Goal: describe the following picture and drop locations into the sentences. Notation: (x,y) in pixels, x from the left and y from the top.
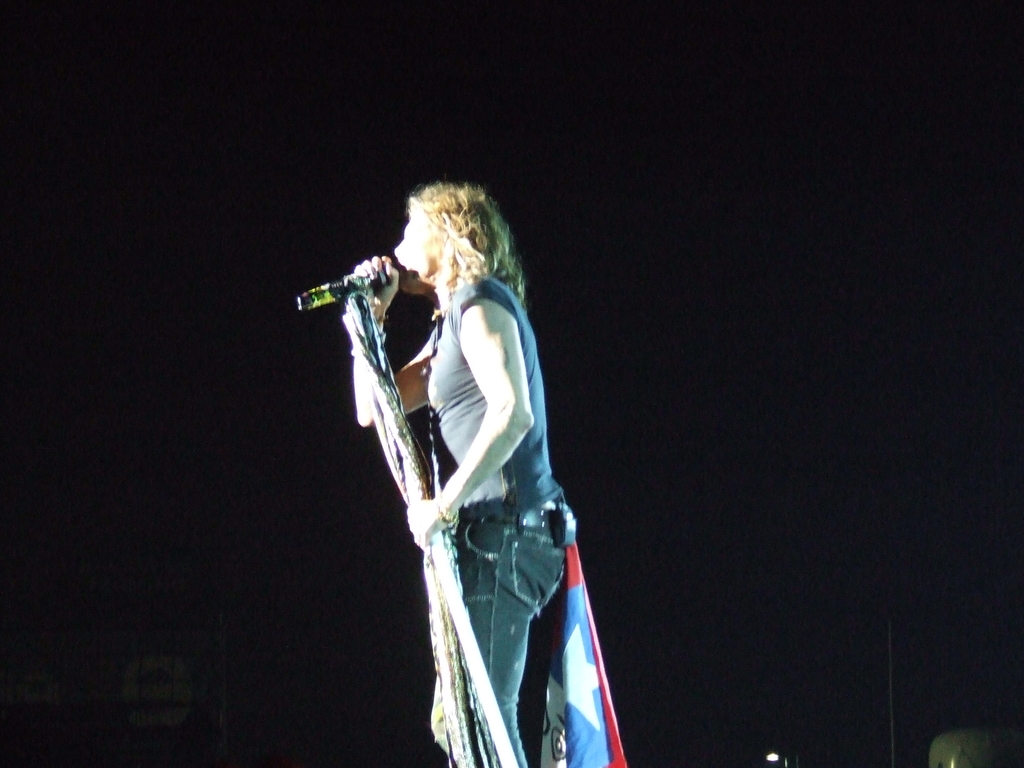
In the center of the image (544,390) we can see a person (544,503) is standing and holding a mic (333,300) with stand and singing. At the bottom of the image (576,747) we can see a flag (592,725), light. In the background (9,749), the image is dark.
